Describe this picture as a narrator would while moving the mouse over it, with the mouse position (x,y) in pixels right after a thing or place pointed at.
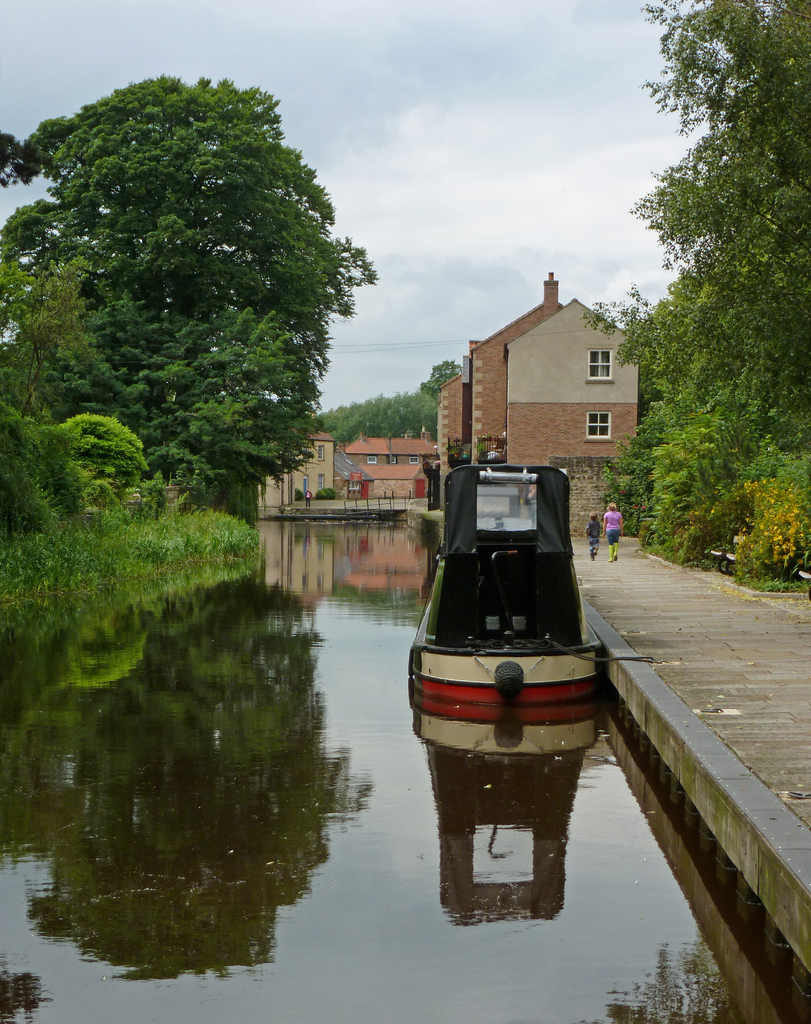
In the center of the image (460,682) we can see one boat (455,667) on the water (359,682). In the background (414,99), we can see the sky (570,123), clouds (570,123), trees (202,457), buildings (526,442), windows (610,373), water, two persons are standing and a few other objects (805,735).
